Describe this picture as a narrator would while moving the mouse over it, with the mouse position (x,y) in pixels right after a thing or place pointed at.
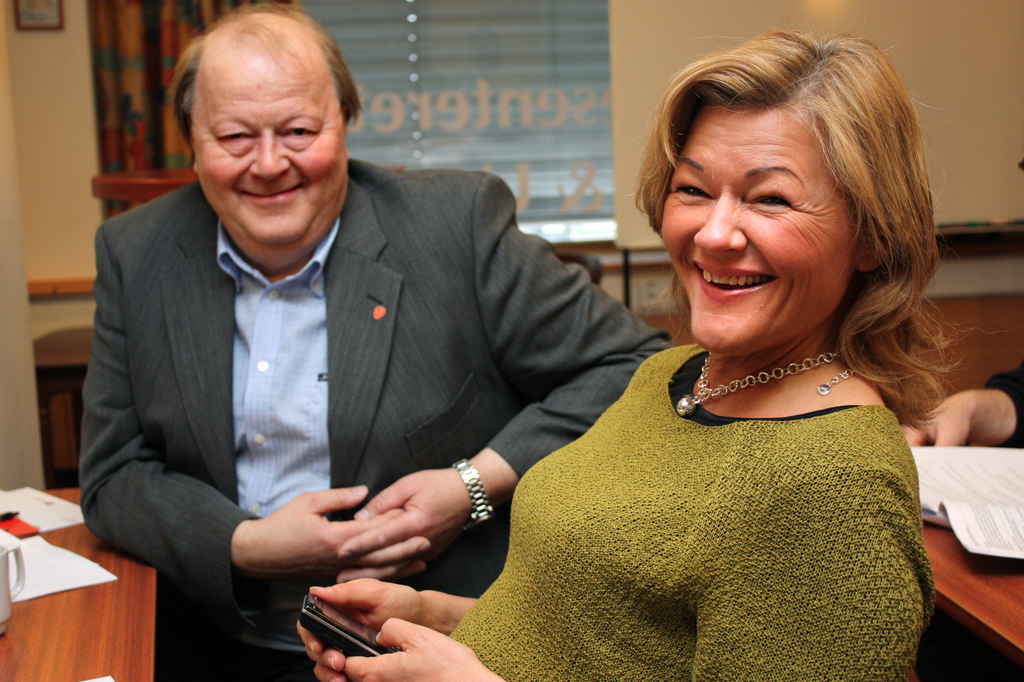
This is a picture taken in a room (439,601), there are two persons (439,601) sitting on chairs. The woman (368,608) in green dress (551,594) was holding a mobile (347,617) and smiling and the man (346,348) in black blazer (339,382) was also smiling. In front of these people (383,562) there is a table (105,641) on the table (71,641) there is a cup (1,584) and paper (26,496). behind the people (319,438) there is a wall (630,83) and a window (462,54) with curtain (143,95).
